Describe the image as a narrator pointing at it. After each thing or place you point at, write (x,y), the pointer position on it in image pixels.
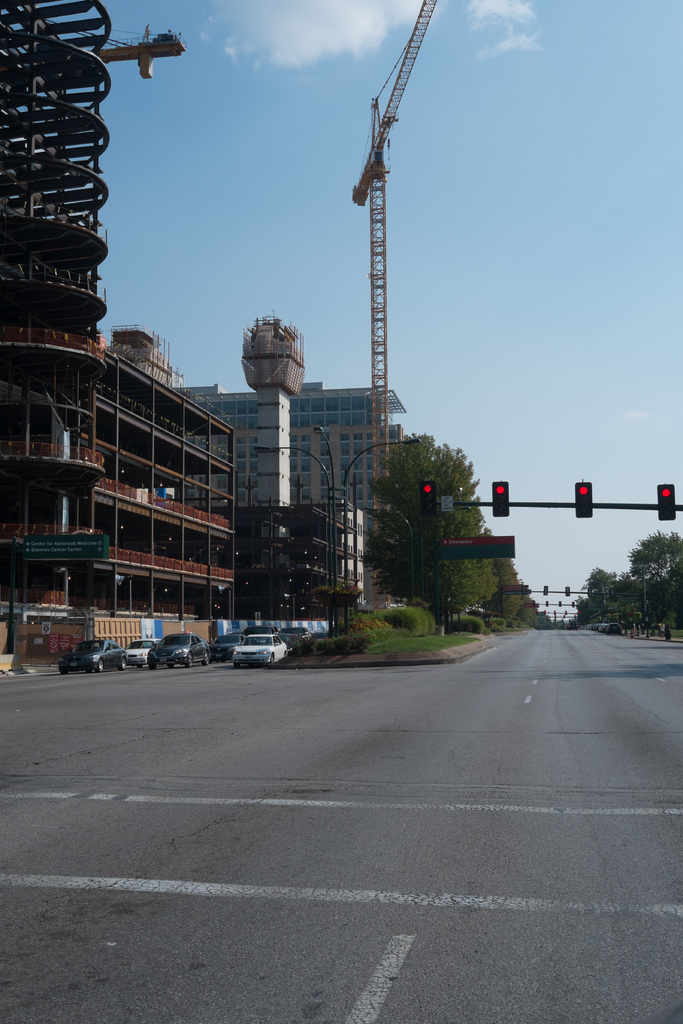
In the picture we can see a road (294,735) beside it, we can see grass surface (431,641) and some vehicles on the road (609,777) at the traffic junction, beside it, we can see construction building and beside it, we can see a building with glasses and near to it, we can see trees (430,584) and on the road (597,773) we can see traffic lights (672,499) to the poles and in the background (523,184) we can see a sky (295,59) with clouds (308,36).
